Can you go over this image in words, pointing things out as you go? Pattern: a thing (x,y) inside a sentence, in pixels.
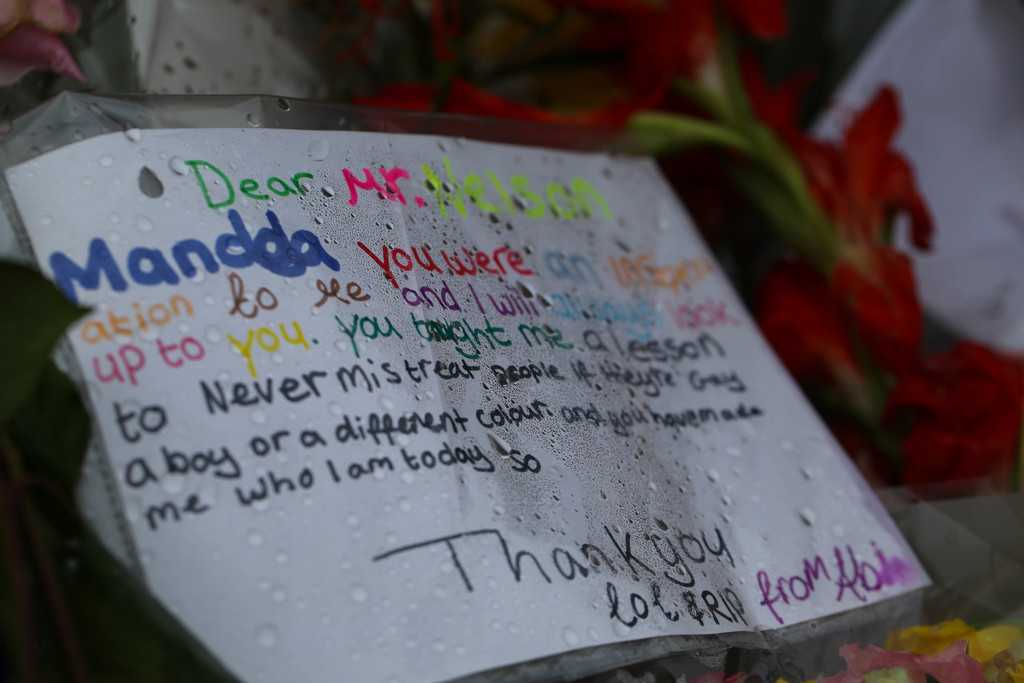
In the middle of this image (343,440), there is a poster (552,158) having texts (385,267), which are in different colors. And the background (127,55) is blurred.
